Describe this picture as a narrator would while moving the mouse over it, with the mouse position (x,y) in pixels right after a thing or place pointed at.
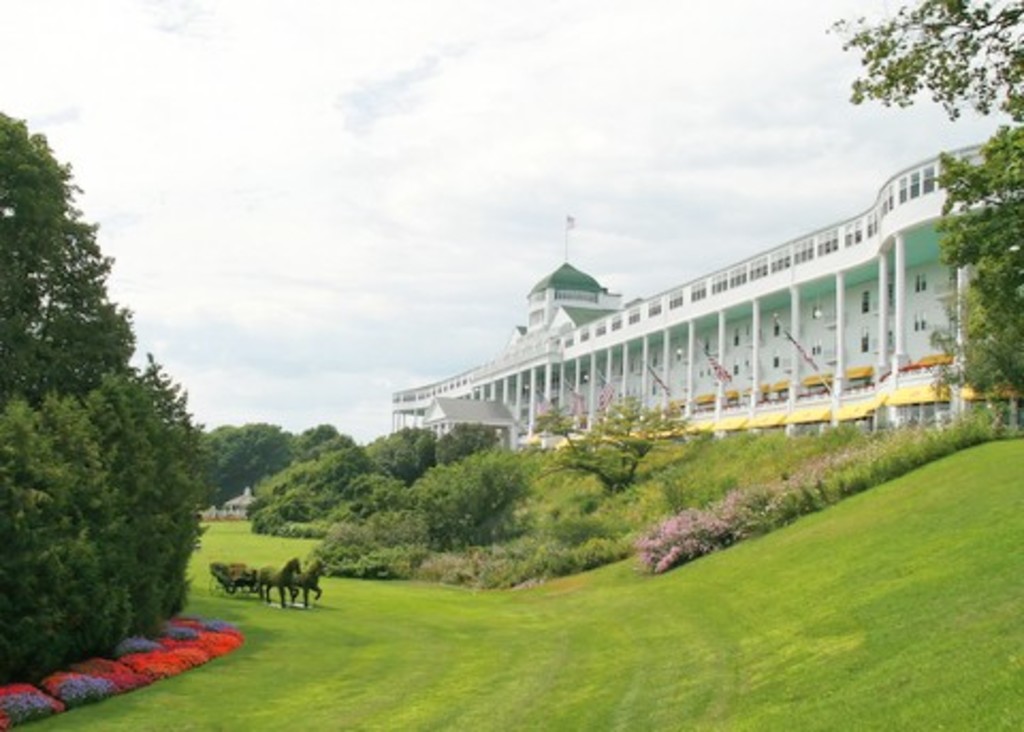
In this picture we can see horses (296,562), cart (226,584), plants (355,570), grass (112,704), flowers (820,469), trees (438,467), building (834,350), flags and shed (248,505). In the background of the image (710,92) we can see the sky (709,69) with clouds (714,78).
